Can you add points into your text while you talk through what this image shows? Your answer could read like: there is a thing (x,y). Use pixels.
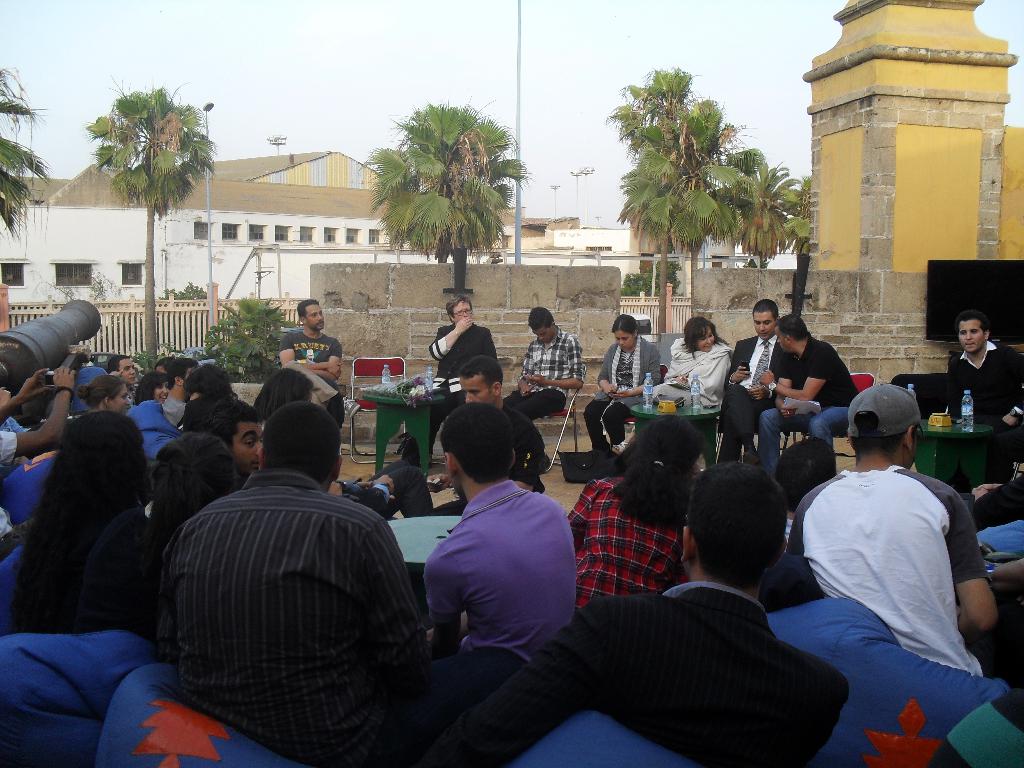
In this image we can see some persons (672,446), chairs (858,390), tables (934,453), bottles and other objects (911,378). In the background of the image (643,286) there are houses (293,200), poles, trees (143,198), fence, screen (985,262) and other objects (945,161). At the top of the image (242,16) there is the sky (580,65). At the bottom of the image (226,620) there are some persons (579,679) and other objects (95,659).
